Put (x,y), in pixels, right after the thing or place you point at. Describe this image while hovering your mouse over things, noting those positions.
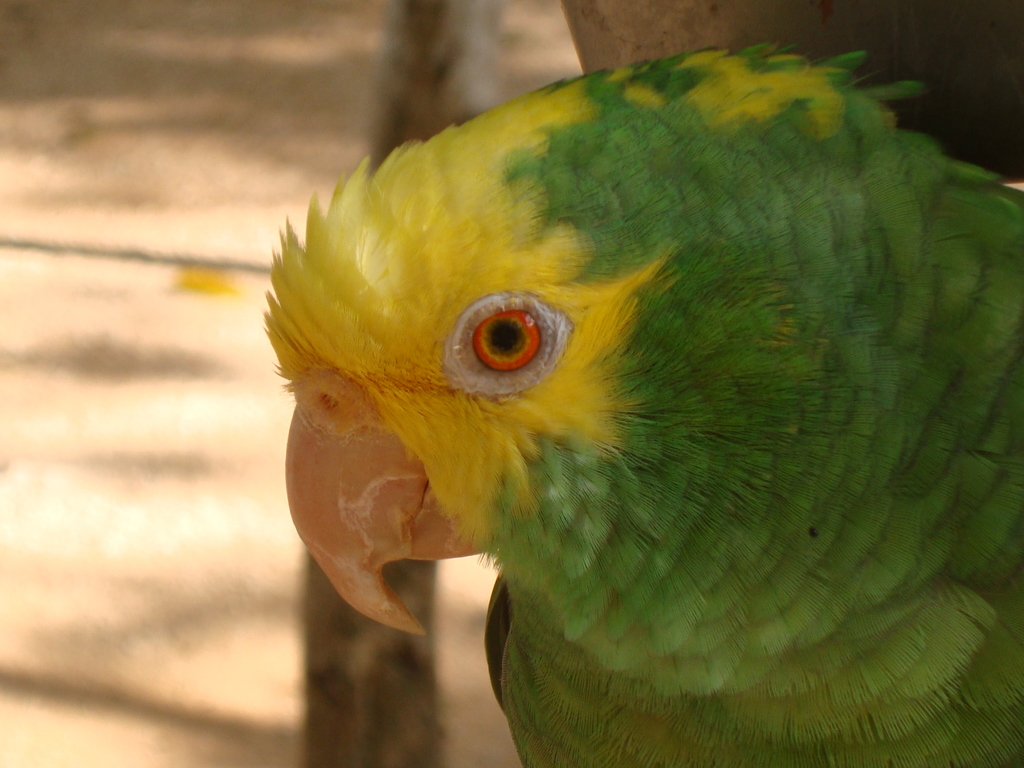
On the right side of the image (750,244) we can see a parrot (513,464). In the background of the image (34,597) we can see the ground (284,494) and log (380,700).
